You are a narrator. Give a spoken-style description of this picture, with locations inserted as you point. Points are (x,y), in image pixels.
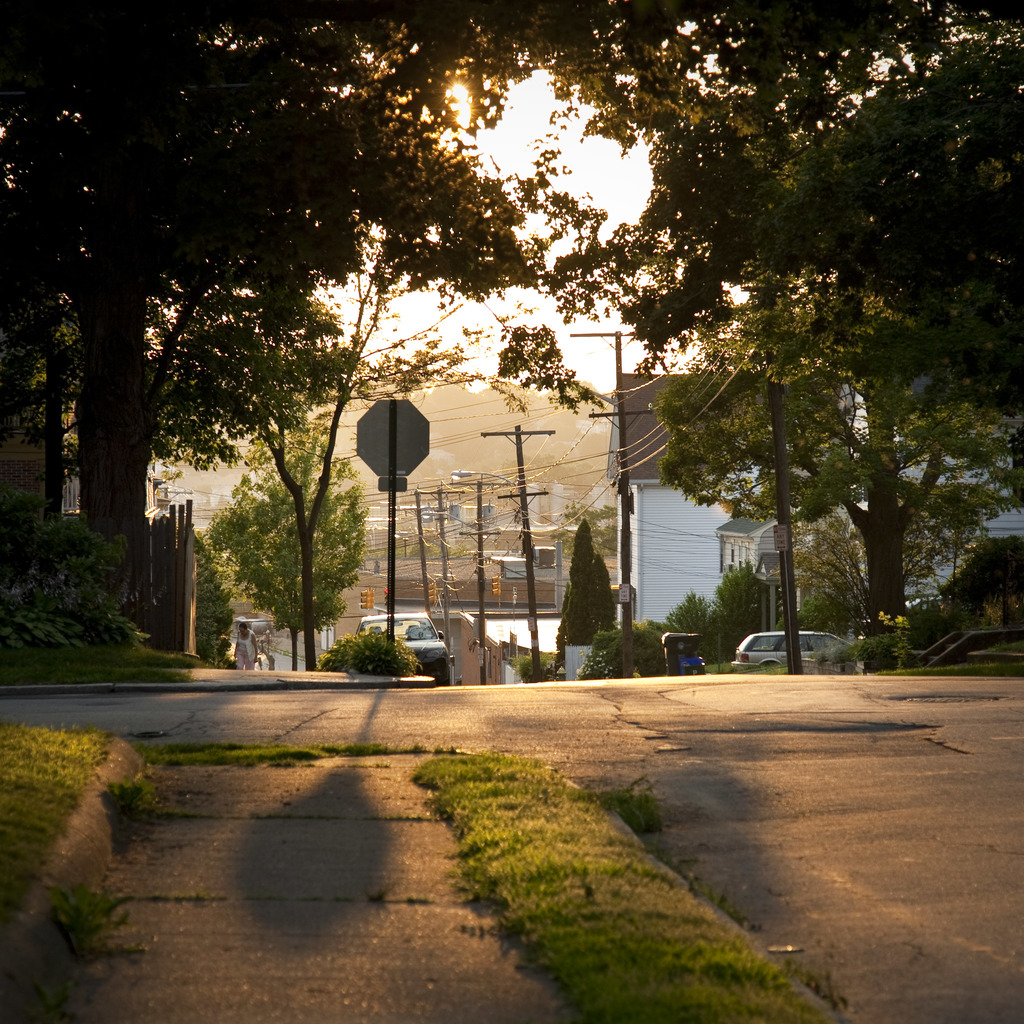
In this picture I can see the road (946,881) in front (993,853) and I can see the grass (472,811). In the middle of this picture (438,652), I can see number of poles (622,604), wires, few cars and trees (414,236). In the background (574,242) I can see the sky (333,303).
